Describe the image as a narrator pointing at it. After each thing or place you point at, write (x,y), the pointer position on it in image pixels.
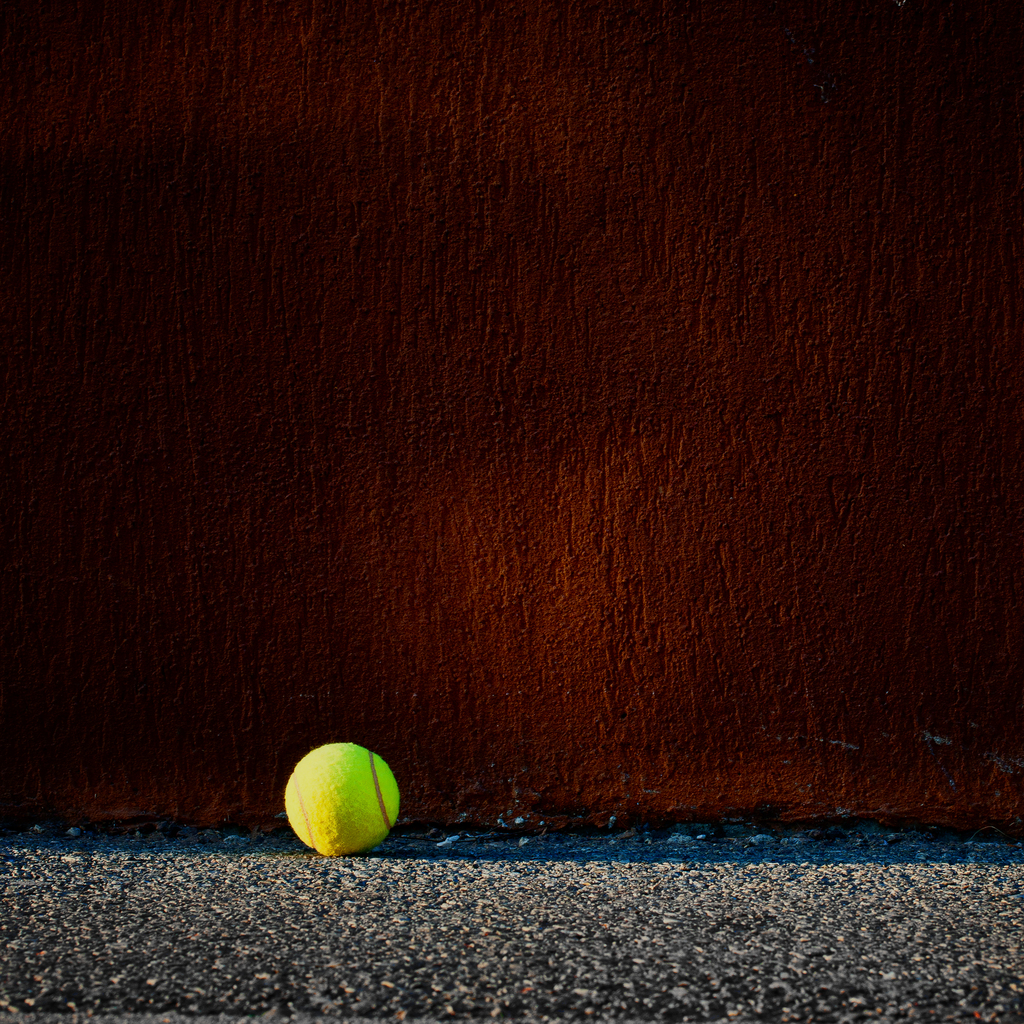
In the picture we can see a road surface (648,1014) on it, we can see a green color tennis ball (316,785) and behind it we can see the brown color wall (308,478).
